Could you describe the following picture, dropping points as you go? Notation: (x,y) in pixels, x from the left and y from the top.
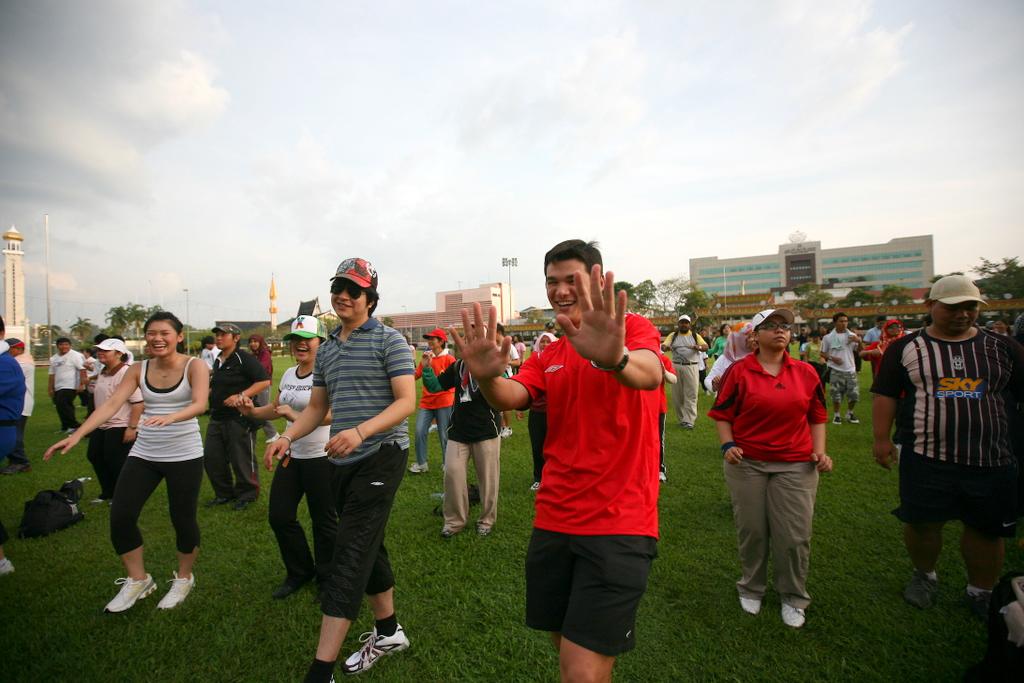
In the center of the image (551,297) there are many people (118,490) standing. In the background of the image (773,287) there are buildings (876,272), trees (708,302). In the bottom of the image (182,644) there is grass (122,643). In the top of the image (414,130) there is sky (227,76) and clouds (160,151).
